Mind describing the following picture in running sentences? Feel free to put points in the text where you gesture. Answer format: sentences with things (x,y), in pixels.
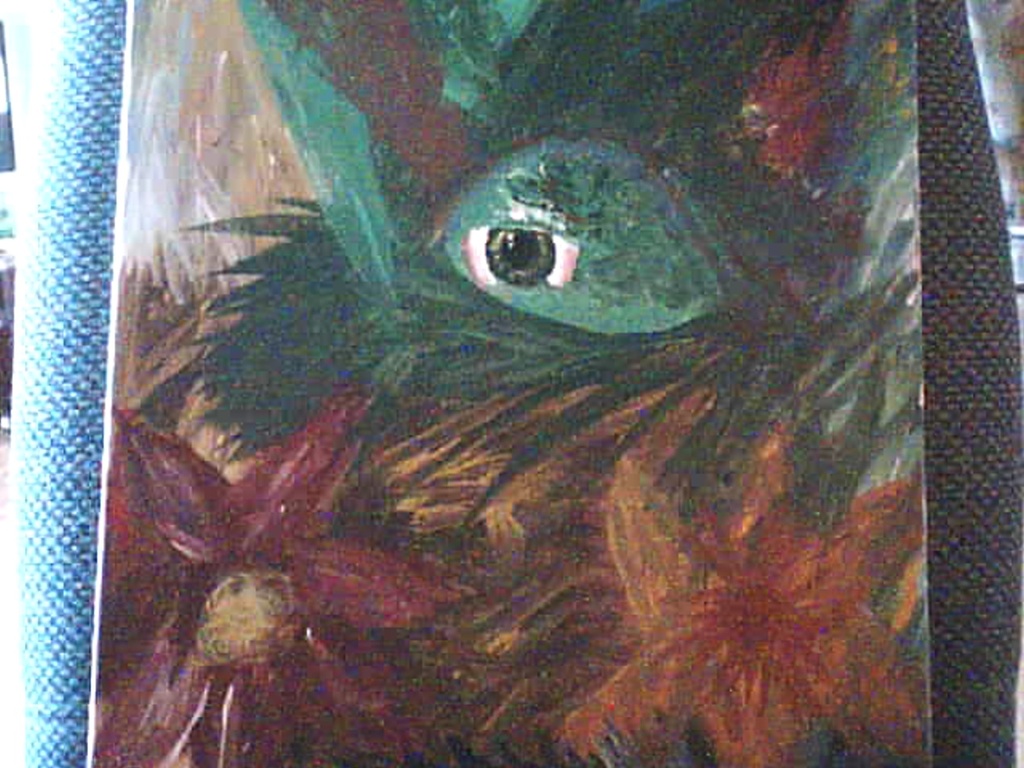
In this image in the front (390,320) there is a painting (589,374).
